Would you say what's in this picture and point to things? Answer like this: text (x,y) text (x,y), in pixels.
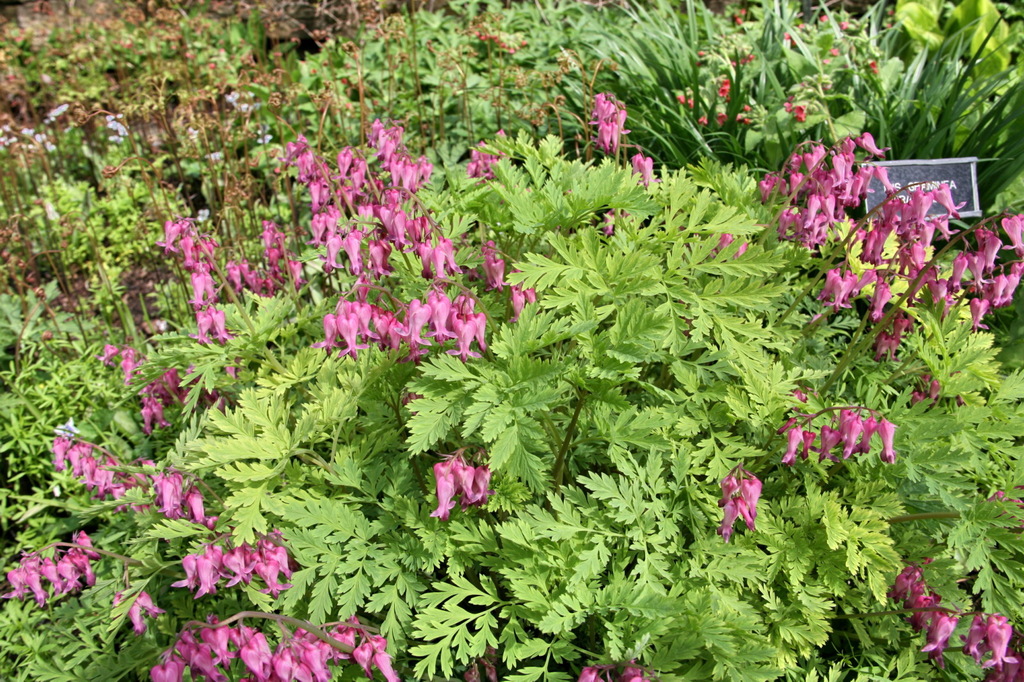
In this image there are some plants (505,349) and flowers (897,203), on the right side (957,167) there is one board (937,170).
